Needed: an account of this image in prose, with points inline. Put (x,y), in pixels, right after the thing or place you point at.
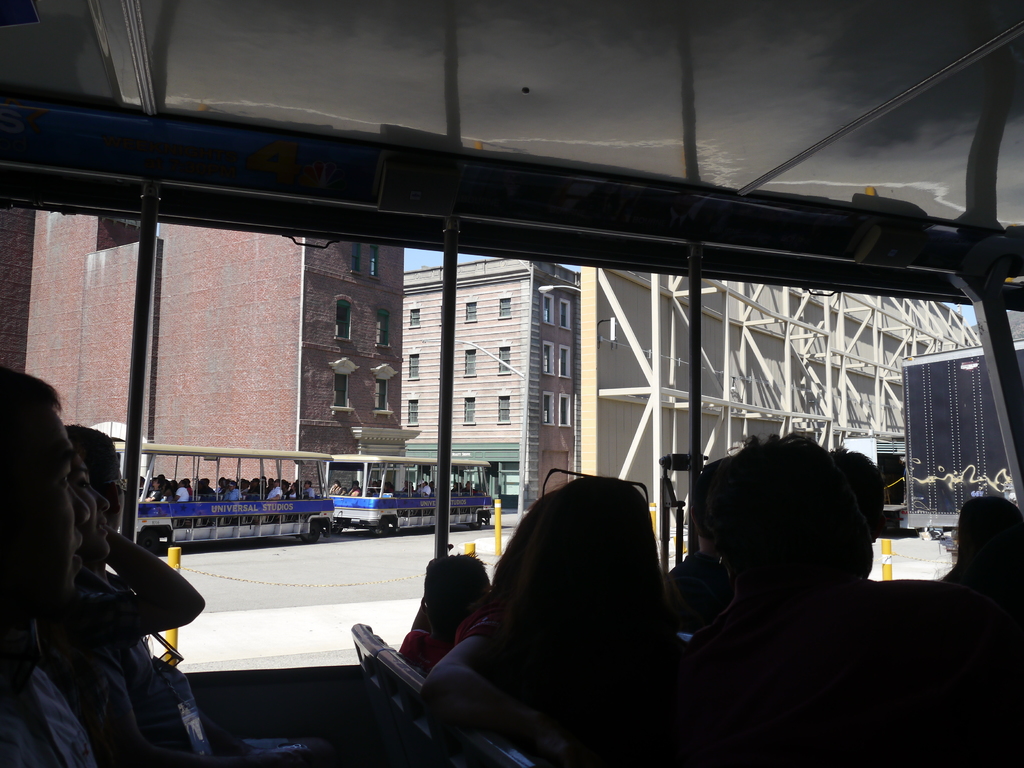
In this picture I can see there are few trucks (473,523) moving on the road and there are few people (155,685) sitting here inside the truck (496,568), their shadows (112,663) are visible, there is a truck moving on right side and there are few buildings (282,354) in the backdrop (263,352) and there are windows (341,401) and the sky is clear.
